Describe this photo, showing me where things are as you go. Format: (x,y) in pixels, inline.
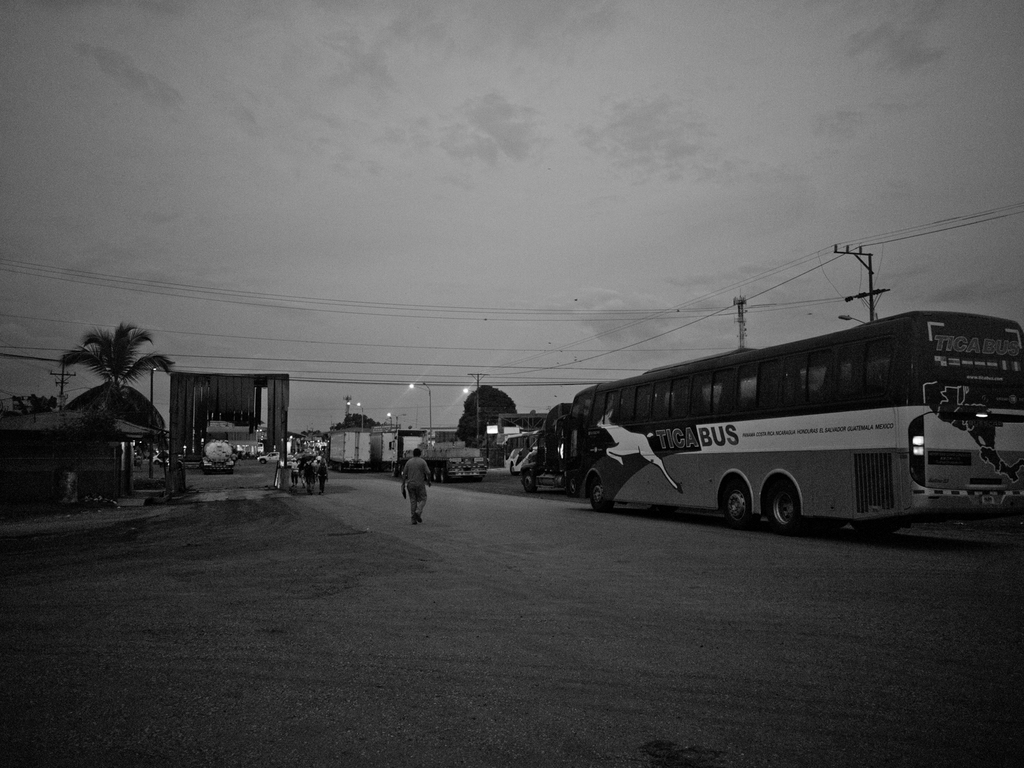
In this image I can see few vehicles (598,491) and here on this bus (710,460) I can see something is written. I can also see few people (293,471) are standing here and in background (464,435) I can see a trees (111,338), few poles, few wires (408,344), few lights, the sky (389,185) and I can see this image is black and white in colour.
